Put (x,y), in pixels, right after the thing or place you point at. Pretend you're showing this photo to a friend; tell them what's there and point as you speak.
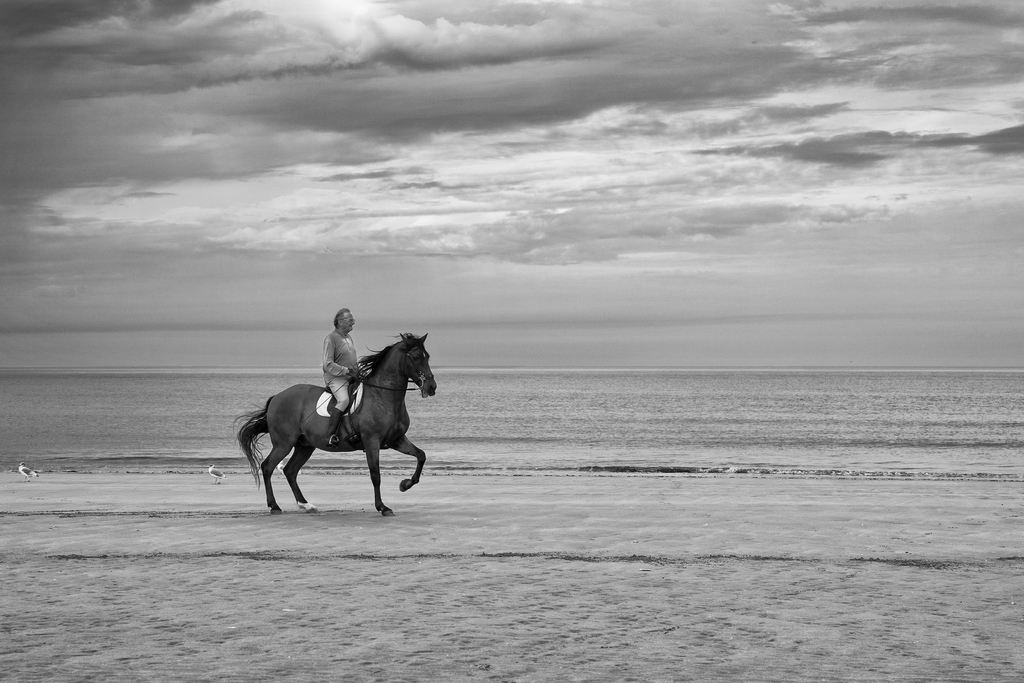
In this picture there is a man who is riding a horse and there is water (480,431) all around the area of the image and the floor (293,517) is muddy in the image.
